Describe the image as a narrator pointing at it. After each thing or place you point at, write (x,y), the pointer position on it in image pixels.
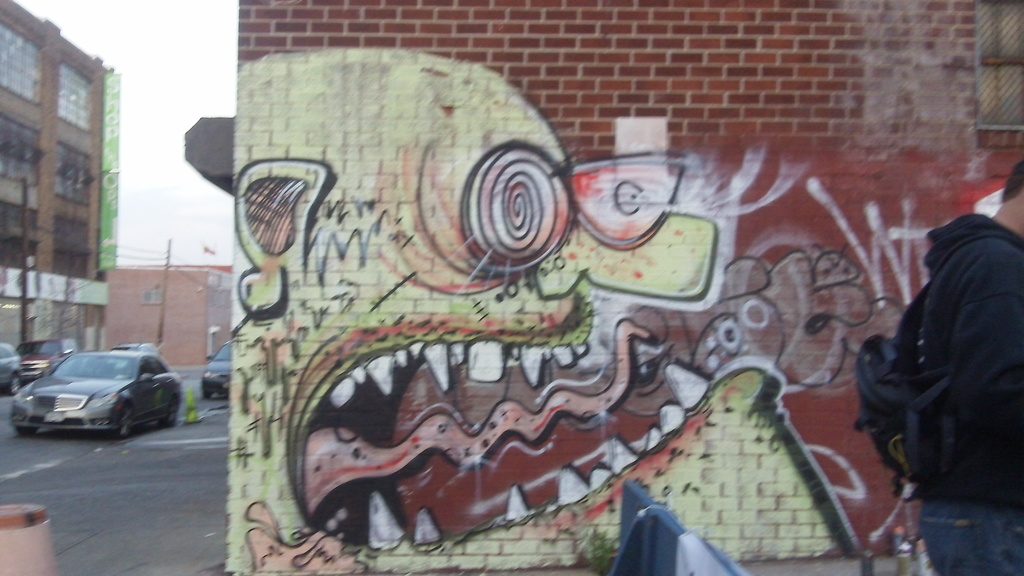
There is a painting (511,317) on this wall (535,330), on the left side (156,401) few cars (139,406) are moving on the road (173,372) and there is a building (81,158) on this image. On the right side (972,406) there is a person (989,402), this person (989,362) wore black color coat (979,329).
